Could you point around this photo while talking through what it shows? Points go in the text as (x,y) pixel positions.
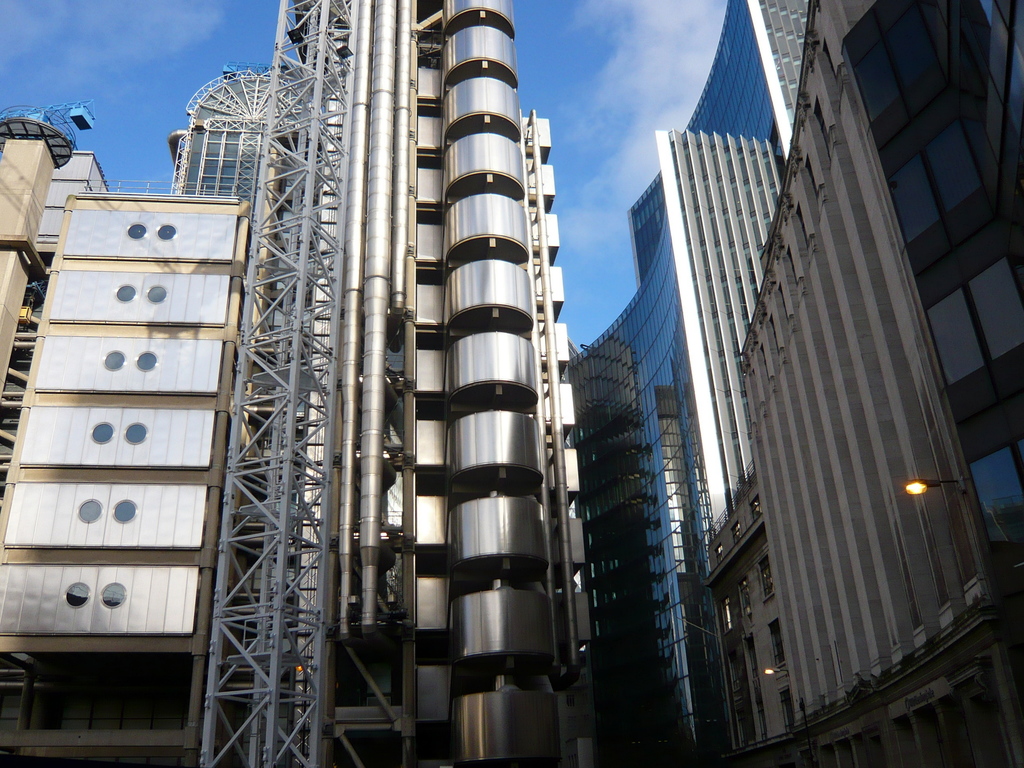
There are buildings (861,491) and a light (927,488) on the right (840,419). There is sky (13,82) at the top (13,82).
